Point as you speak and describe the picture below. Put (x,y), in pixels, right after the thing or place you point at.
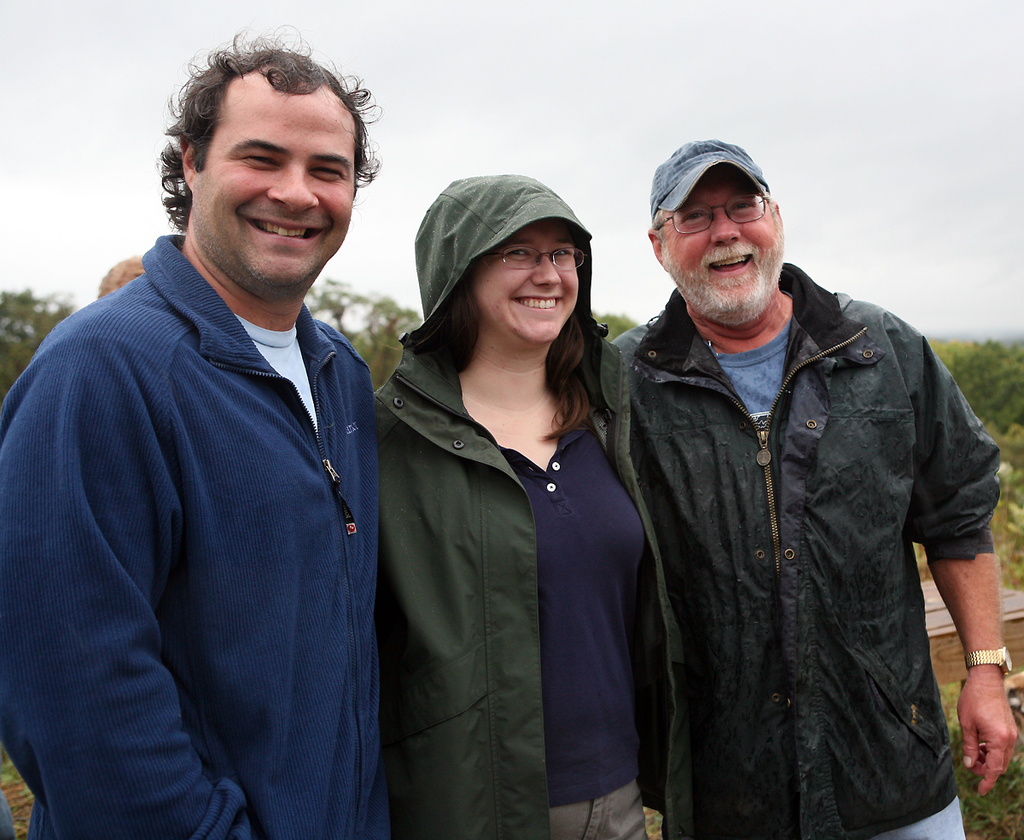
In the foreground of the picture (571,388) there are three people (563,473) standing, they are smiling. On the right (1006,569) there are plants (1007,573) and a box (1012,605). In the background (329,310) there are trees (34,312) and sky (663,91).
